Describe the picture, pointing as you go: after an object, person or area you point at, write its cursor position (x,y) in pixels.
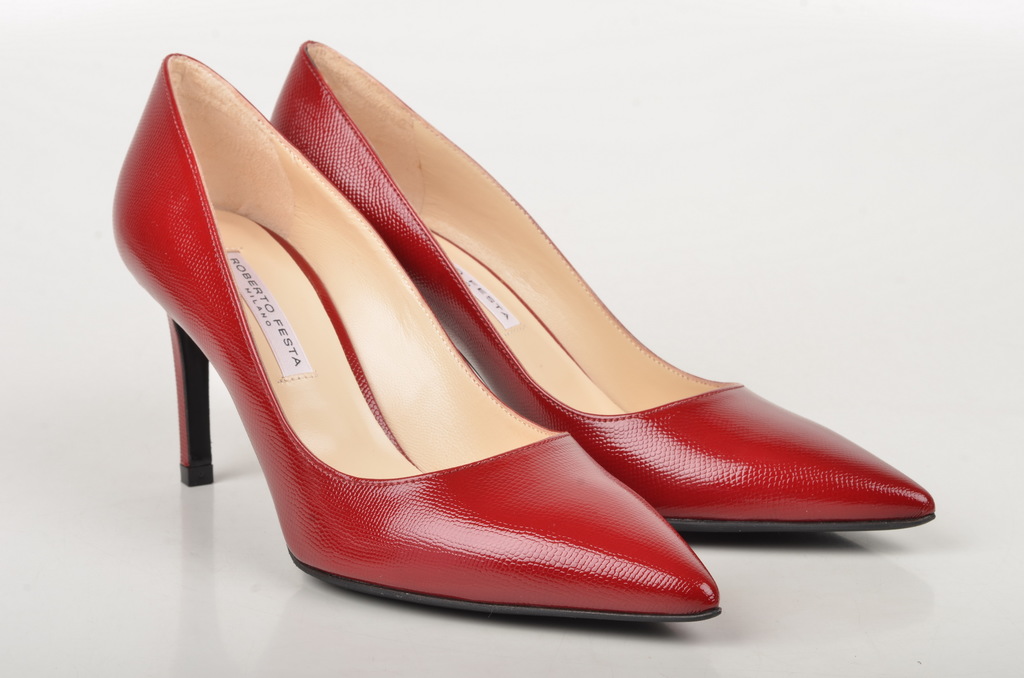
In this image we can see a footwear (519,404) and a white background (46,104).
